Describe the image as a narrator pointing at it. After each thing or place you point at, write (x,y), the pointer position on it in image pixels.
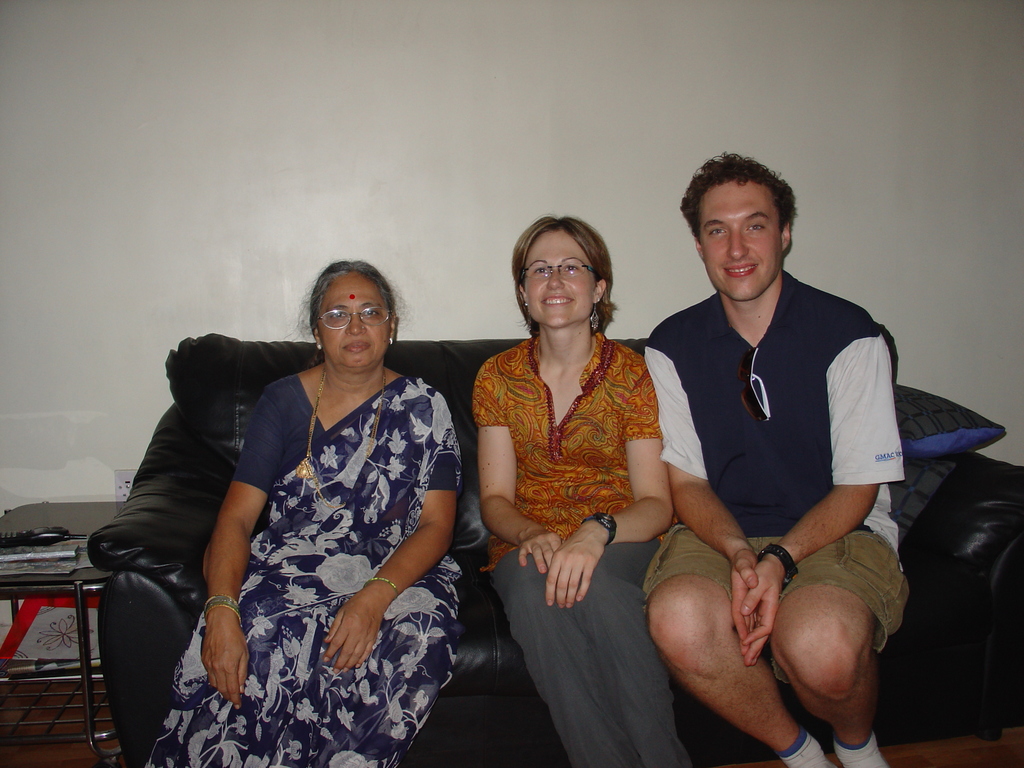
In this picture there is a woman (416,411) who is wearing sari (358,529) and spectacle (336,319). Beside her there is a woman (592,633) who is wearing shirt (592,468) and pants (580,605). Beside Her there is a man (734,295) who is wearing t-shirt (864,442), short (879,574) and socks (839,736). They are sitting on the couch (954,700). On the left (67,542) I can see the phone (41,539) and other object (62,547) on the table (74,526). At the top (554,62) there is a wall (517,46).
